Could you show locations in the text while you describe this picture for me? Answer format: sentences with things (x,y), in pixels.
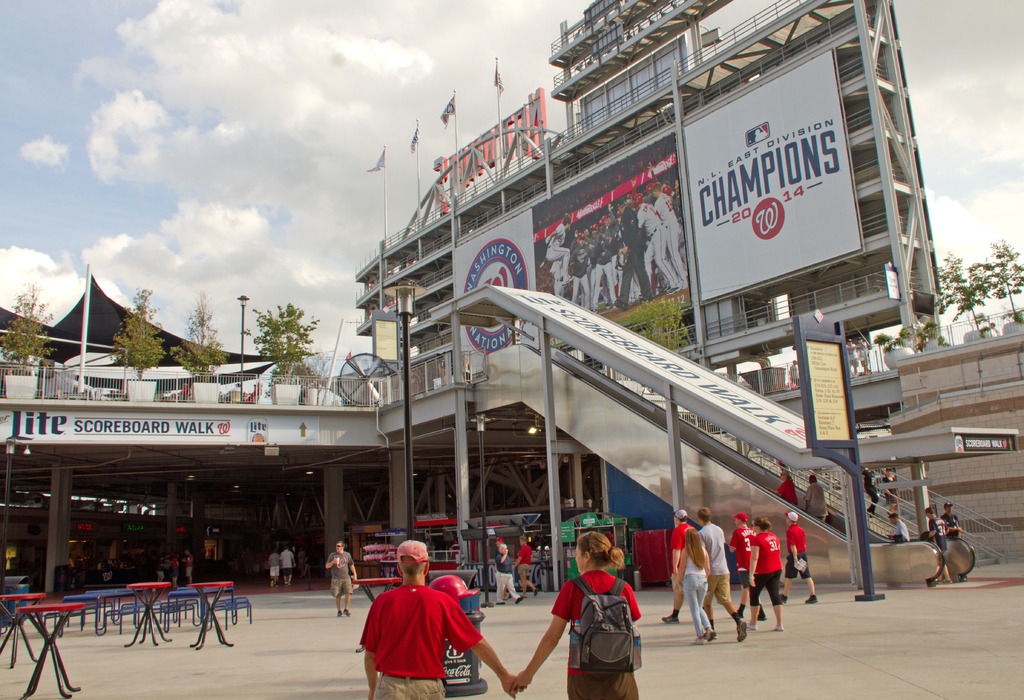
In this picture we can see a group of people (392,616) walking on the path (798,621) and in front of the people (458,620) there is a dustbin (451,664) and tables (204,583) and on the right side of the people (593,585) there is an escalator (873,549), poles (550,378), trees (150,347), hoarding (467,265), buildings (422,282) and a cloudy sky (286,175).
